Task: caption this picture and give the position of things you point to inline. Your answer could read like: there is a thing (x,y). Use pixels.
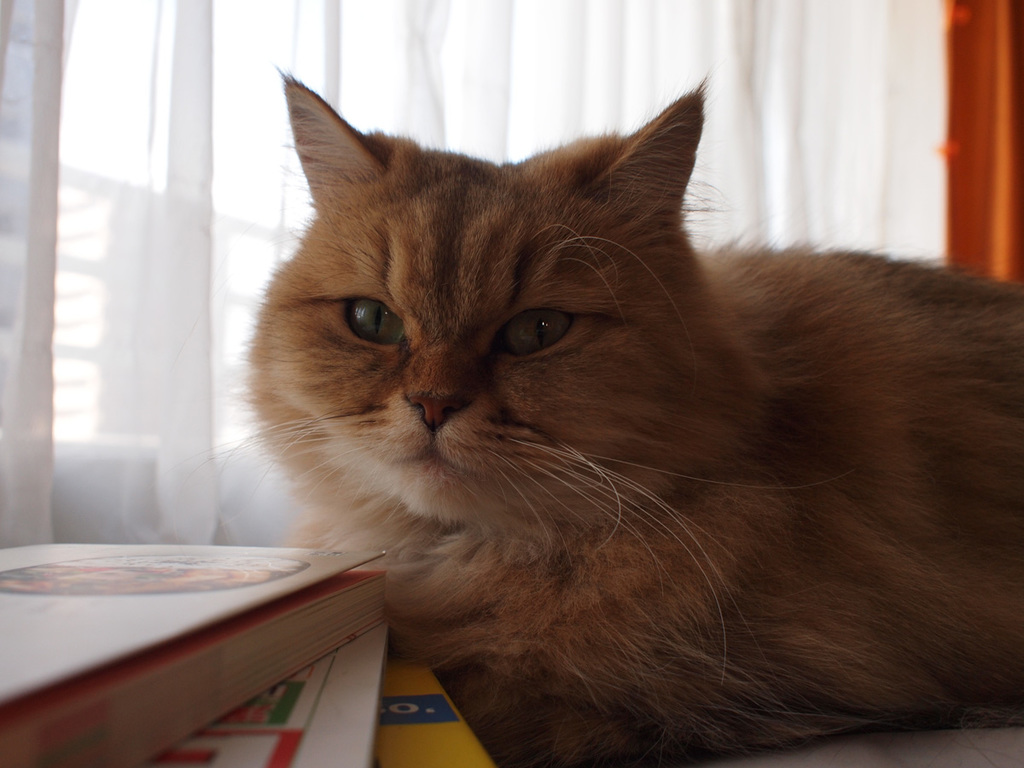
In this image we can see cat (664,539). Near to the cat (823,583) there are books (224,610). In the back (200,264) we can see curtain (579,77) and windows (203,98).
